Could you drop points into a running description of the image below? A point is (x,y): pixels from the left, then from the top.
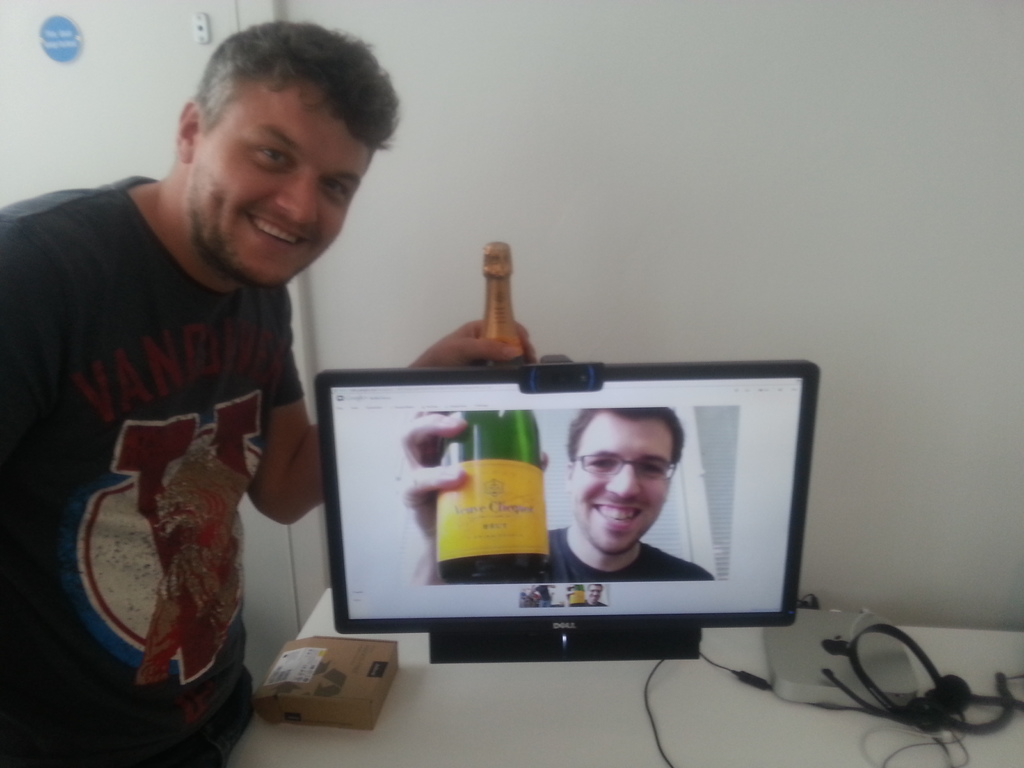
In this picture I can observe a person (97,504) standing on the left side (142,284). The person (66,317) is wearing T shirt (137,310) and he is smiling. He is holding a champagne (505,312) in this hand (484,335). There is a monitor (463,526) on the desk (463,667). In the monitor (398,477) I can observe a person (577,546) holding a champagne (470,497). On the right side (906,716) there is a headset (927,689). In the background (715,206) I can observe a wall (577,134).
